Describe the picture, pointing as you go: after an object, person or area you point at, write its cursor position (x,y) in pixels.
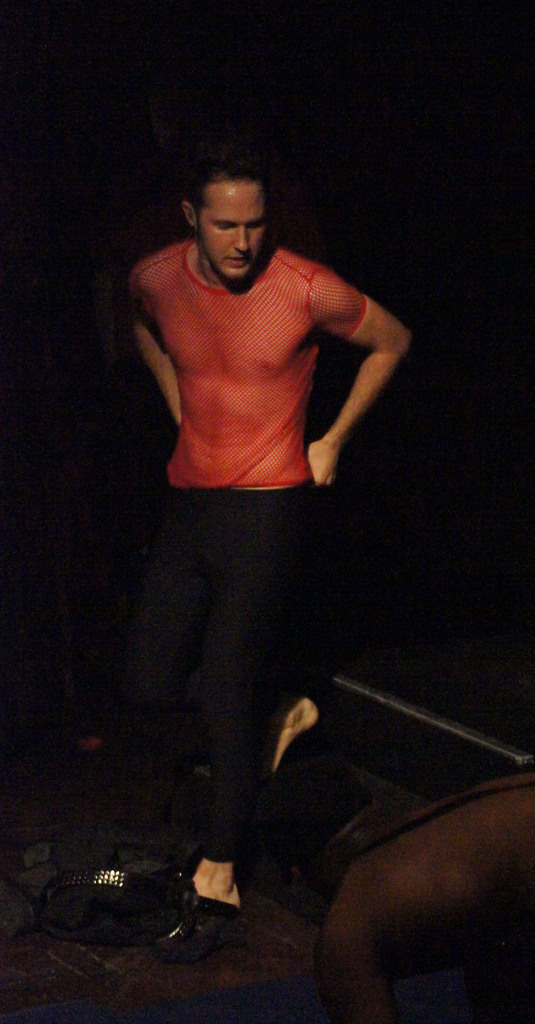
In the center of the image (260,479), we can see a man (235,333) standing and there are some objects (432,719) and the background (178,83) is dark.
